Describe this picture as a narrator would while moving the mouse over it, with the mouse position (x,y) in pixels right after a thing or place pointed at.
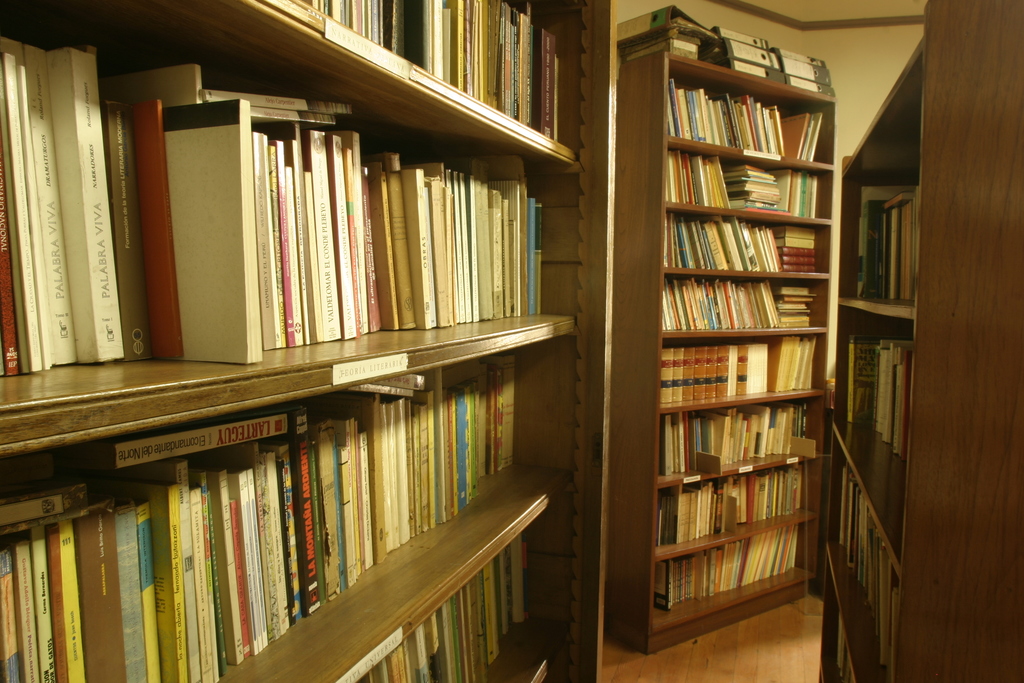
In this image we can see books (523,111) arranged in the cupboards (398,343).
